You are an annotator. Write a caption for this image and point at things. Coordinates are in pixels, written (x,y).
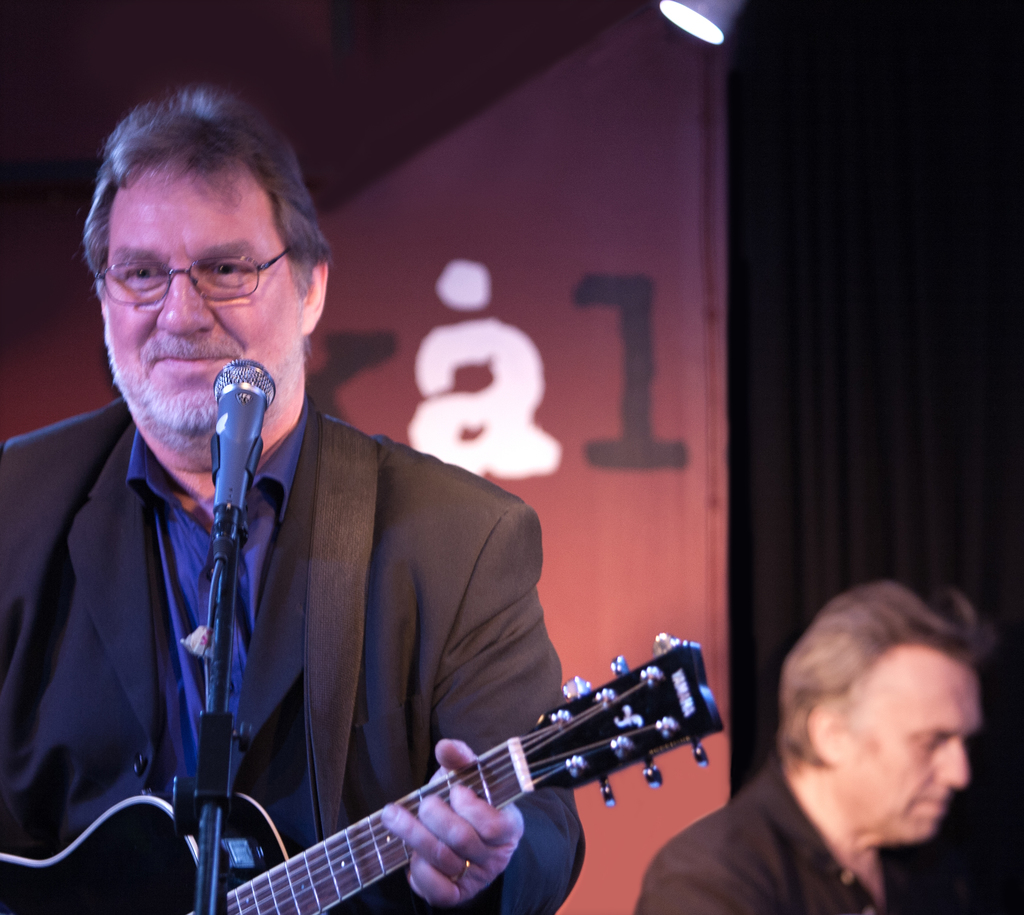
In this image I can see two men (179,550) where one is holding a guitar (119,906). I can also see smile (184,352) on his face (153,360) and he is wearing a specs (162,267). Here I can see a mic (248,381) in front of him.
